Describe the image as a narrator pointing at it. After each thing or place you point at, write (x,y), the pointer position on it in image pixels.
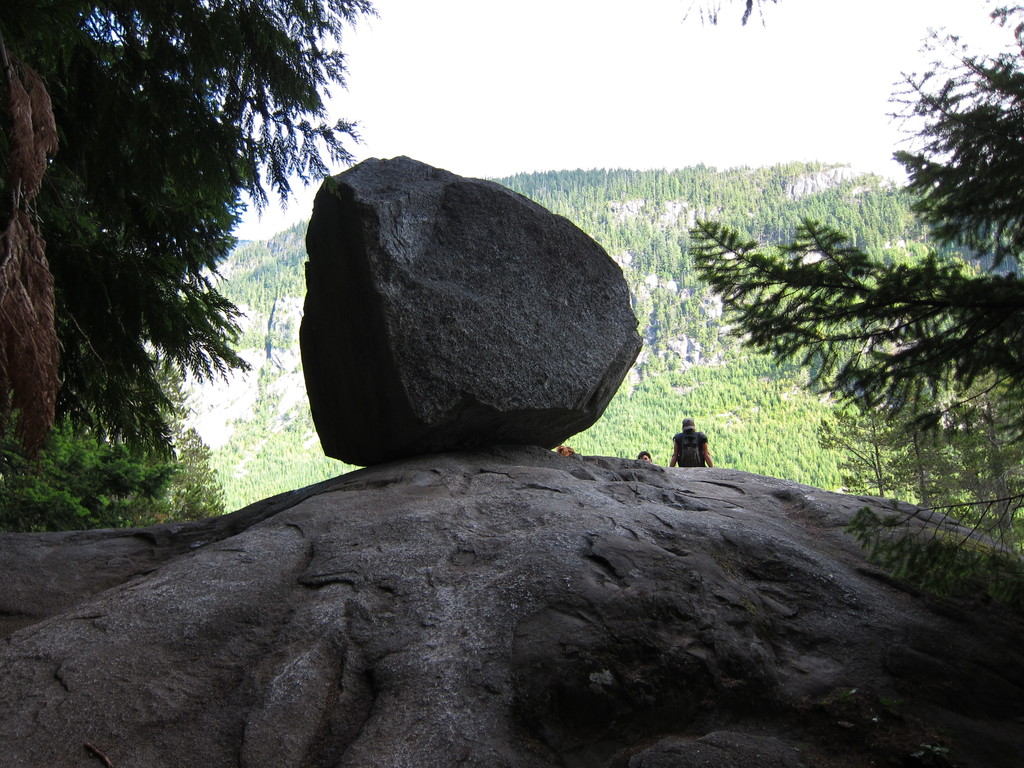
In the foreground of this image (359,712), there are rocks (412,414). On either side, there are trees (981,354). In the background (707,459), there are few people (687,455), trees (648,251) on the slope ground (652,229) and the sky (610,87).
